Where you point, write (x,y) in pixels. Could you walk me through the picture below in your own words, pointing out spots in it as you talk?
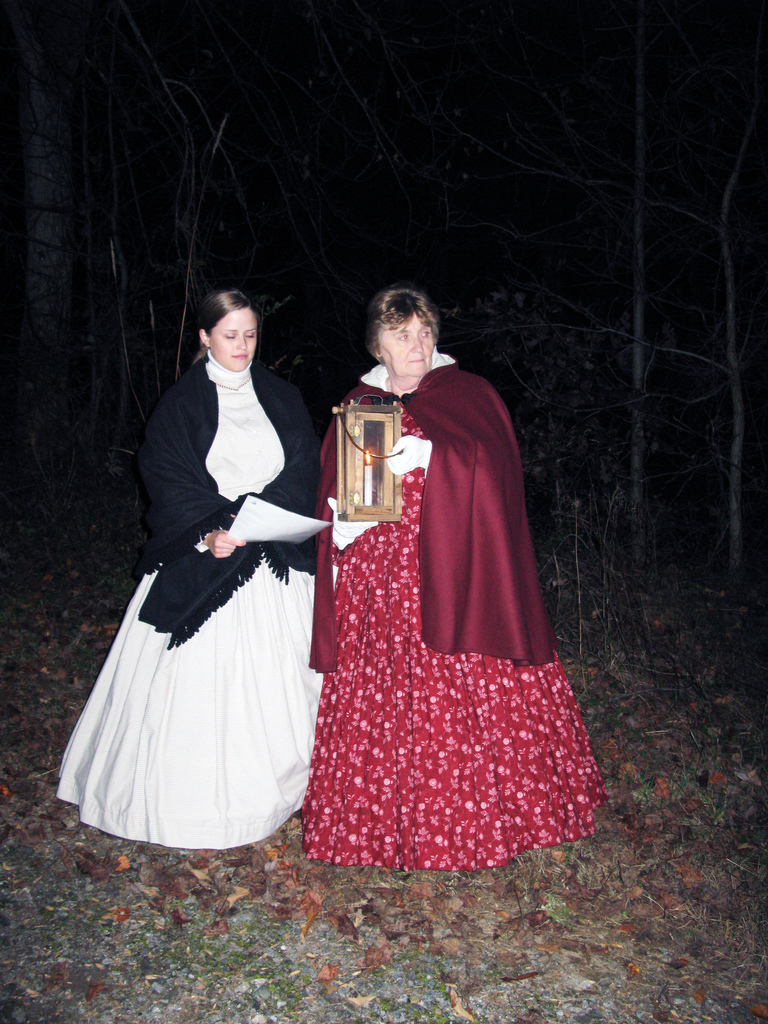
In this picture there is a woman (415,683) standing and holding the lantern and there is a woman (197,580) standing and holding the paper (287,529). At the back (366,156) there are trees (21,168). At the bottom (237,949) there are dried leaves (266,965) and there is ground (159,975).
